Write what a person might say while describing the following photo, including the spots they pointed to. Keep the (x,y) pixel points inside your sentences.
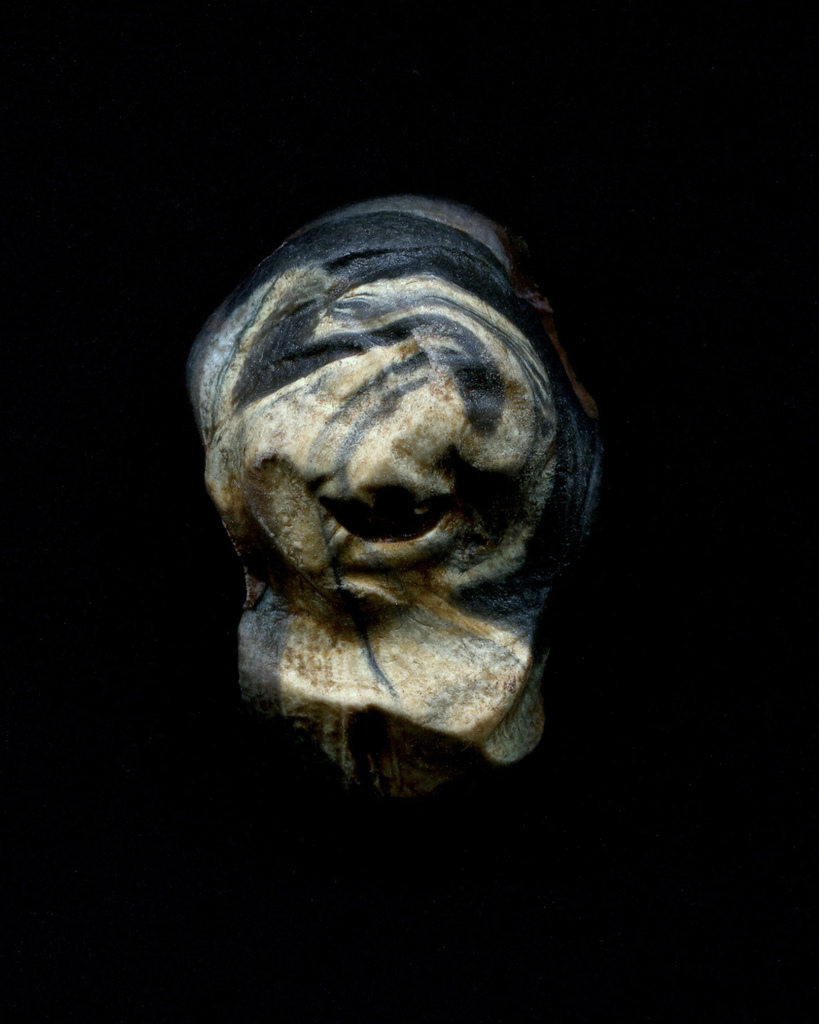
In this picture we can see a sculpture (397,681) and there is a dark background (303,971).
